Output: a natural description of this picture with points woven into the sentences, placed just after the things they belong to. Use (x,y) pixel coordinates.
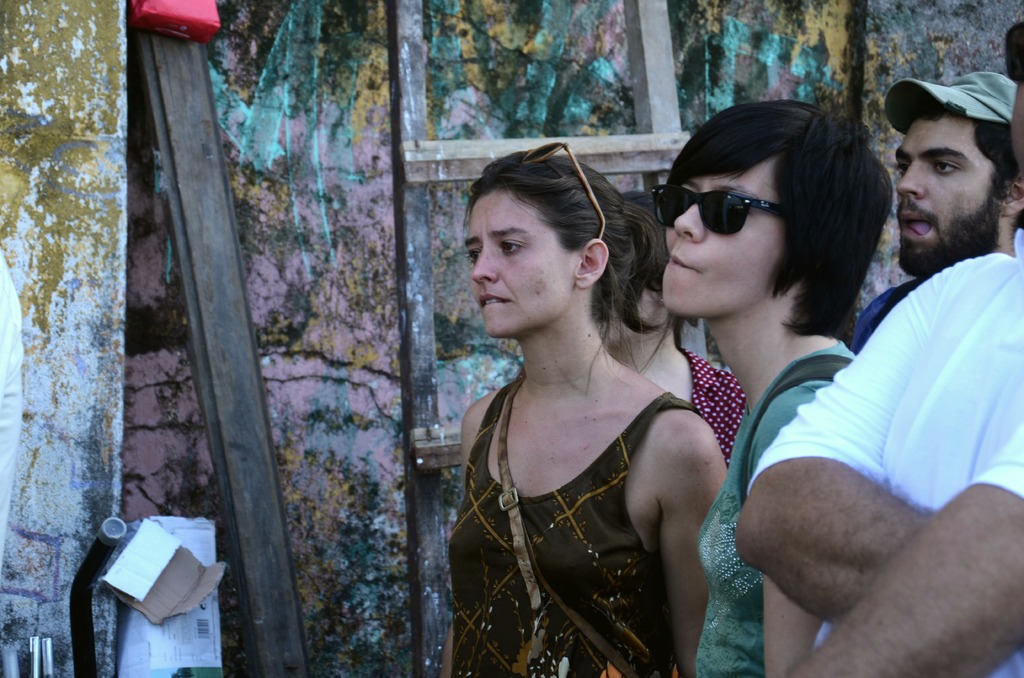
In this image there are a group of people (551,510) standing beside the wall (364,267), on which we can see there is a ladder (426,646) and big wooden piece (261,490) along with some objects (170,15).
